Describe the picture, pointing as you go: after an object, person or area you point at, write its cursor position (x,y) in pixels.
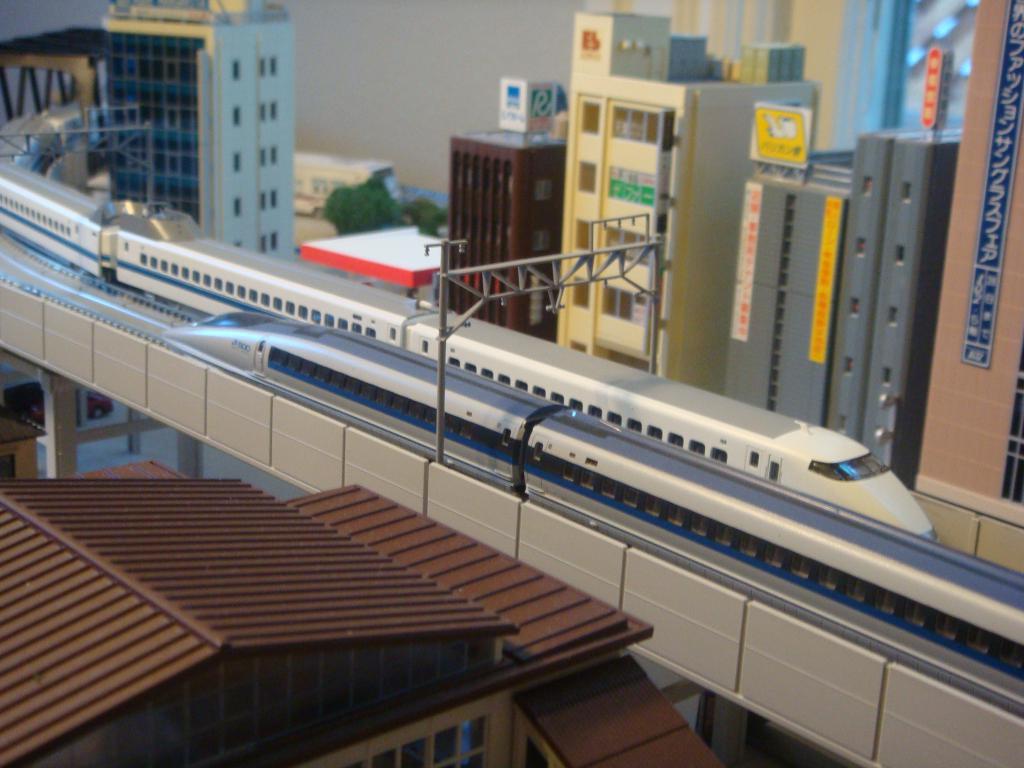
In this image we can see the buildings (533,134) and also roof house (306,608). We can also see the bridge (67,355), poles (443,273) and trains (362,350) passing on the railway track (60,291). We can also see the trees (365,198).
